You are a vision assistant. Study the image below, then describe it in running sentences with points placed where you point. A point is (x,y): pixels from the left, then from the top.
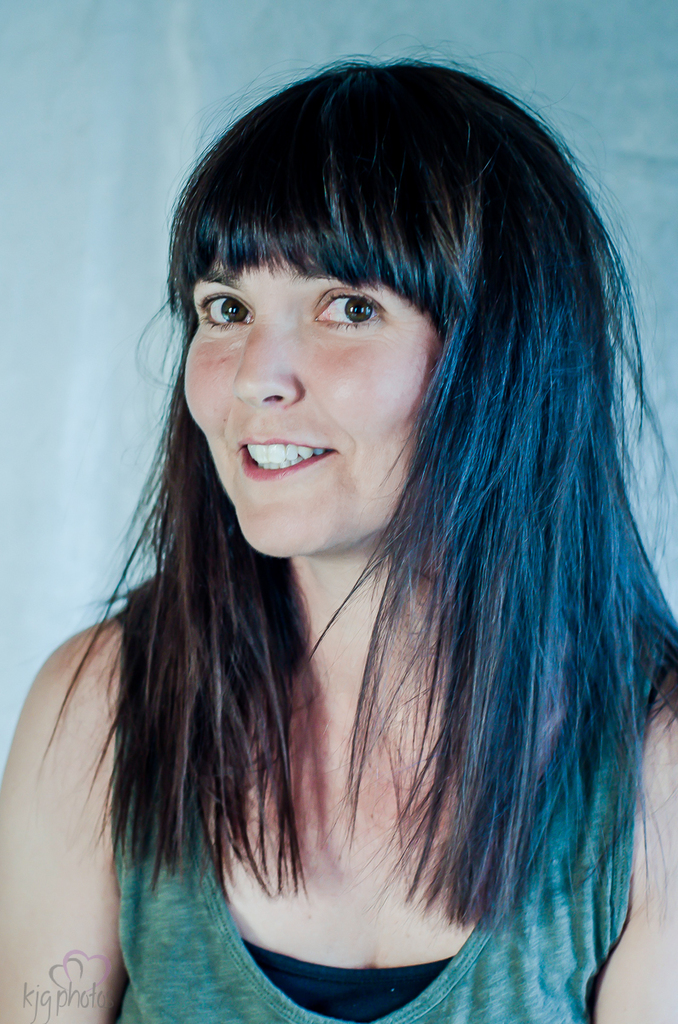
In this image, I can see the woman (322,747) smiling. She wore a green and black dress (321,986). In the background (103,396), that looks like a wall (99,145). I think this is the watermark (78,996) on the image.
